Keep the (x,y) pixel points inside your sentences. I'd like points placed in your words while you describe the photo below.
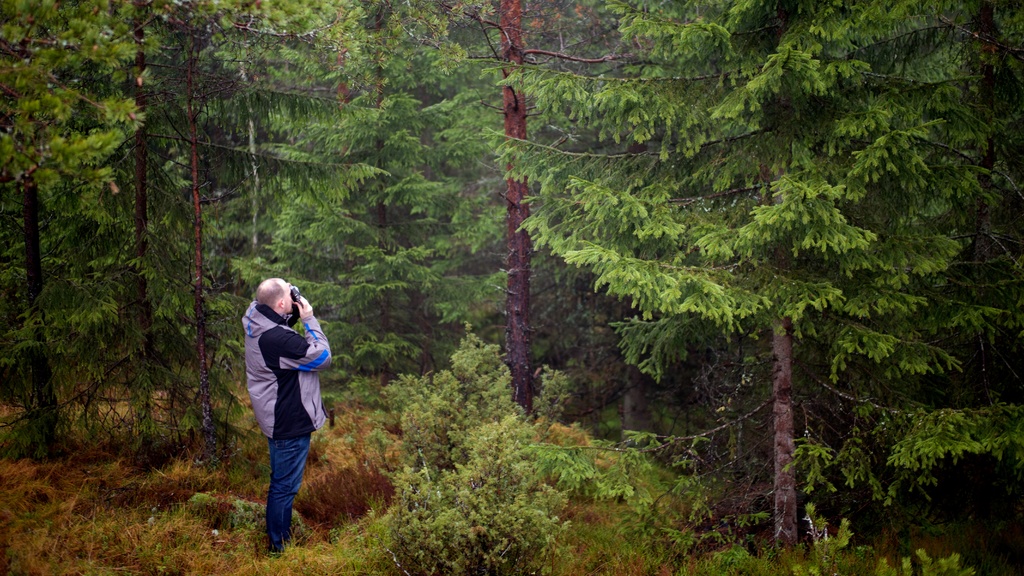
In this image there is grass (155,492) at the bottom (168,508). There is a person (290,483) wearing jacket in the foreground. There are trees (363,362) in the background (588,236).
